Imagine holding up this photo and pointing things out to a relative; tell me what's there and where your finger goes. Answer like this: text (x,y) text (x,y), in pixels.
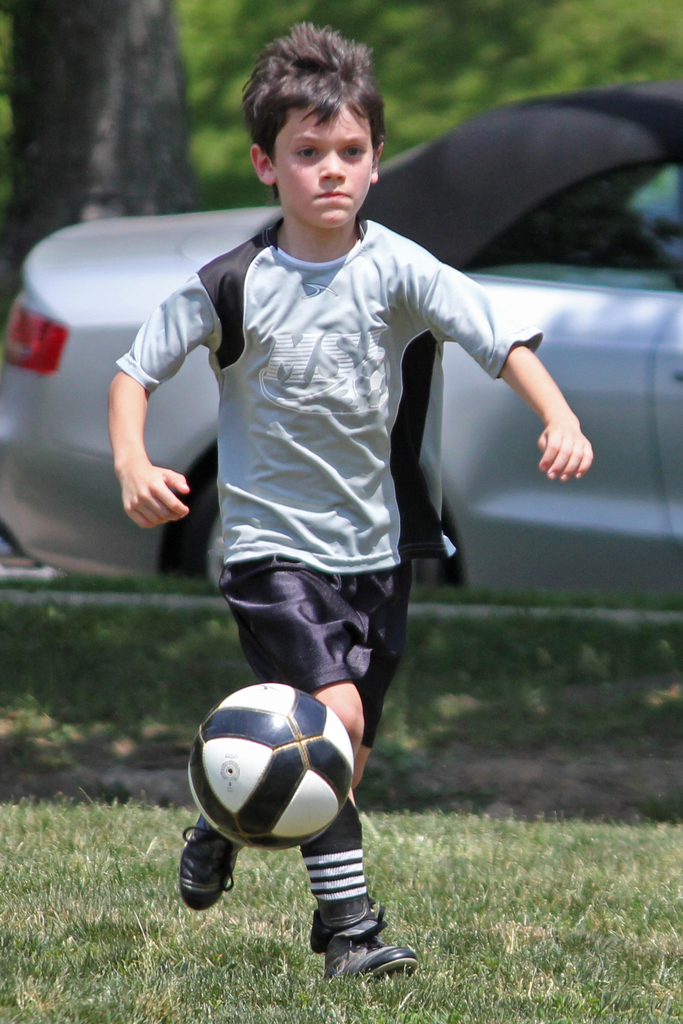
As we can see in the image there is a boy (356,773) playing with a ball (273,832) on grass (505,906) and behind the boy (412,333) there is a car (599,289).
